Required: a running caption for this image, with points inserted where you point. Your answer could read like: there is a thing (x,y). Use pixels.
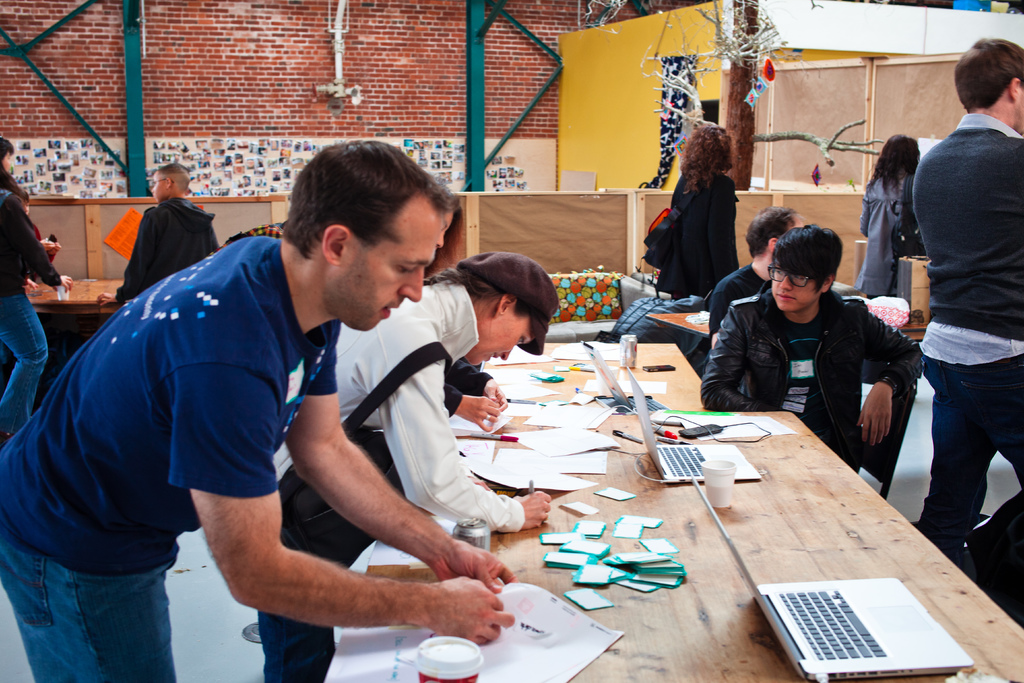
In this image we can see a few people (363,202) standing and a few people (718,331) are sitting on the chairs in front of the tables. On the tables (687,373) we can see the papers (742,420), laptops (704,456), mobile phones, paper glass (712,466), coke tins (479,534) and some other objects (588,512). We can also see the wall (218,72). In the background (589,239) we can see the partitions (724,97) and also the tree (754,38). We can also see the surface (217,663).
